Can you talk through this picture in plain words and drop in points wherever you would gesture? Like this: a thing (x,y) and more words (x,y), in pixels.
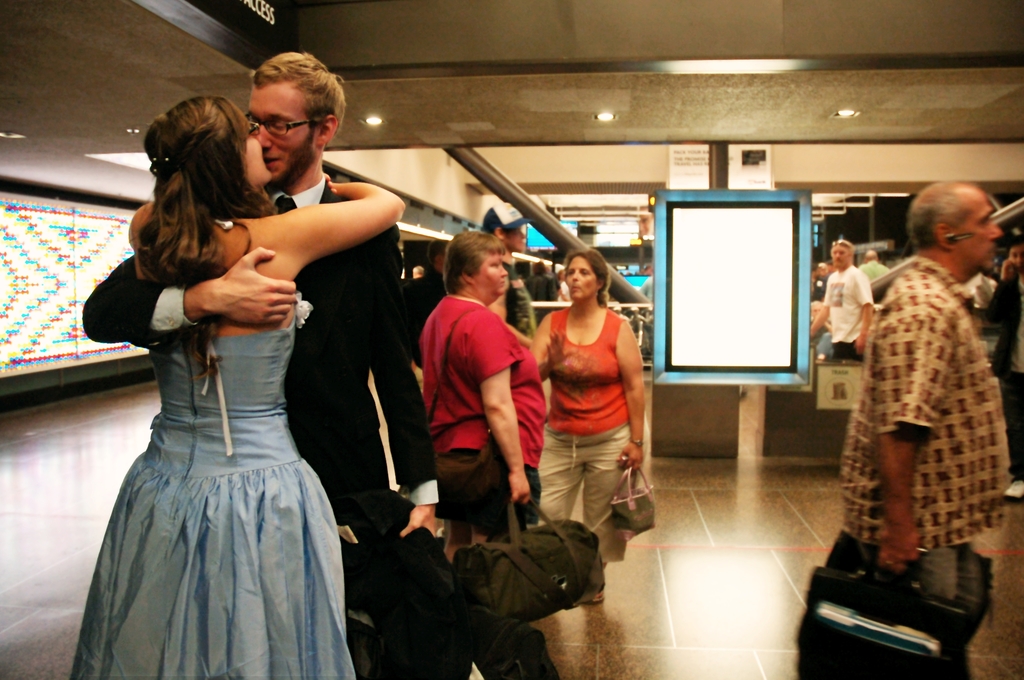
In this image, there are a few people (567,367). We can see the ground (33,443). We can also see the wall (81,384) and some boards (790,299). We can also see some poles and the roof (608,87) with some lights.
